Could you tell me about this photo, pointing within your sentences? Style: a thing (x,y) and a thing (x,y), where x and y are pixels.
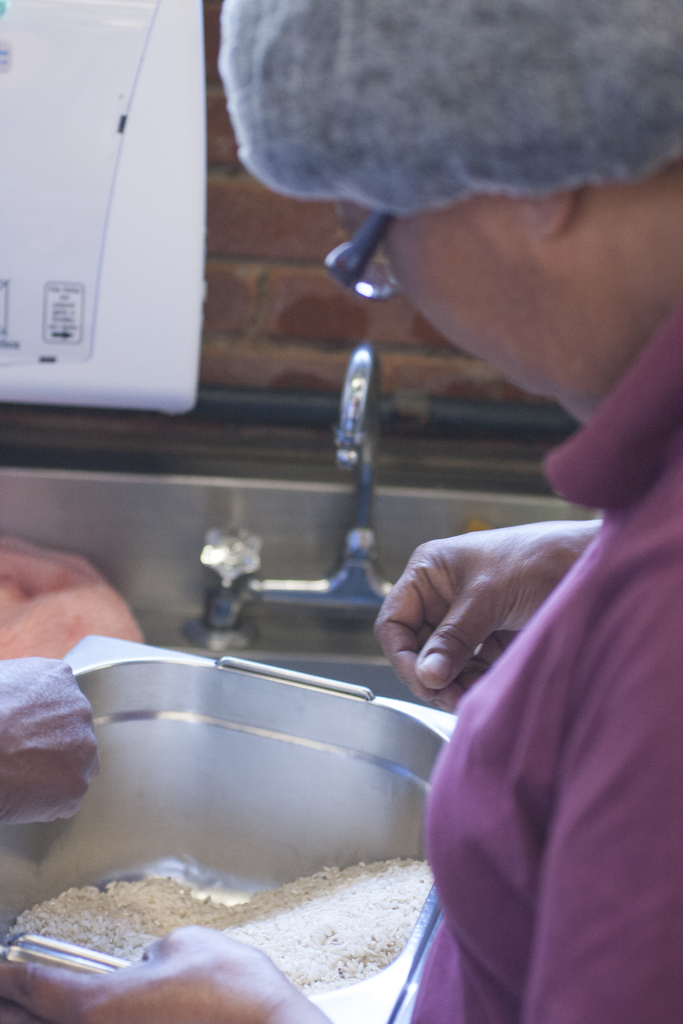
On the right (541,66) there is a woman (506,208) who is wearing spectacle (356,256) and t-shirt (628,832). She is holding steel bowl (45,857). In this bowl (115,691) we can see rice (261,936). She is standing near to the washbasin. Here we can see water taps (299,586) near to the brick wall (464,448). On the top left corner (107,284) there is a machine (70,350).
